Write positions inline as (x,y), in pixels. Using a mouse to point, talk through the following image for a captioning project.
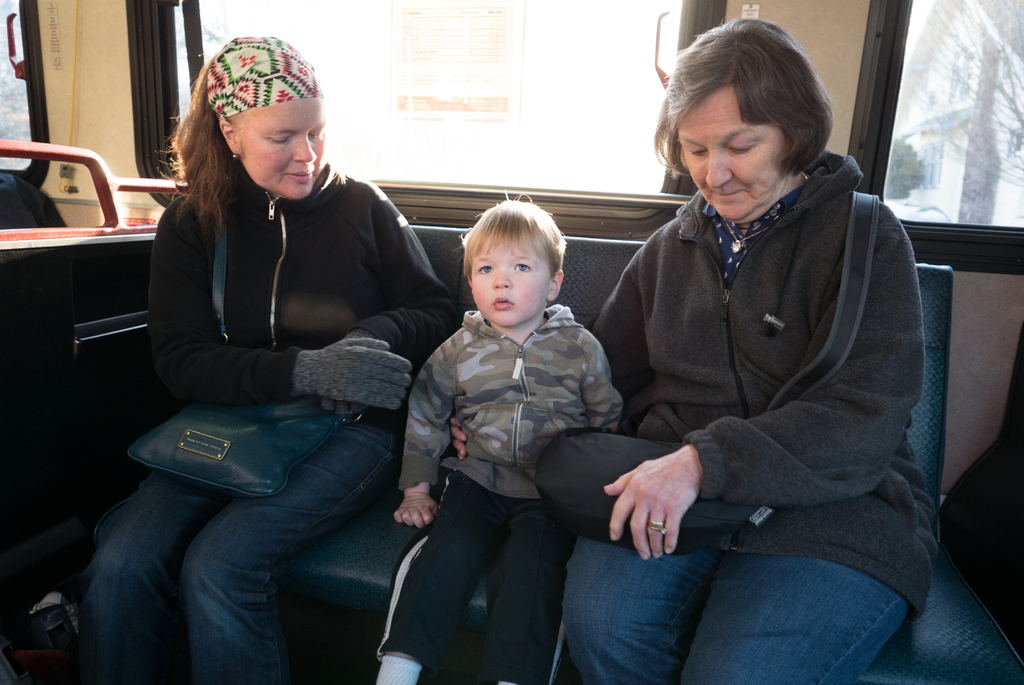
In this image we can see a bus (556,202), there are three persons (466,256) sitting on a seat (591,311), at the back (634,210) there is a glass window (578,24).
